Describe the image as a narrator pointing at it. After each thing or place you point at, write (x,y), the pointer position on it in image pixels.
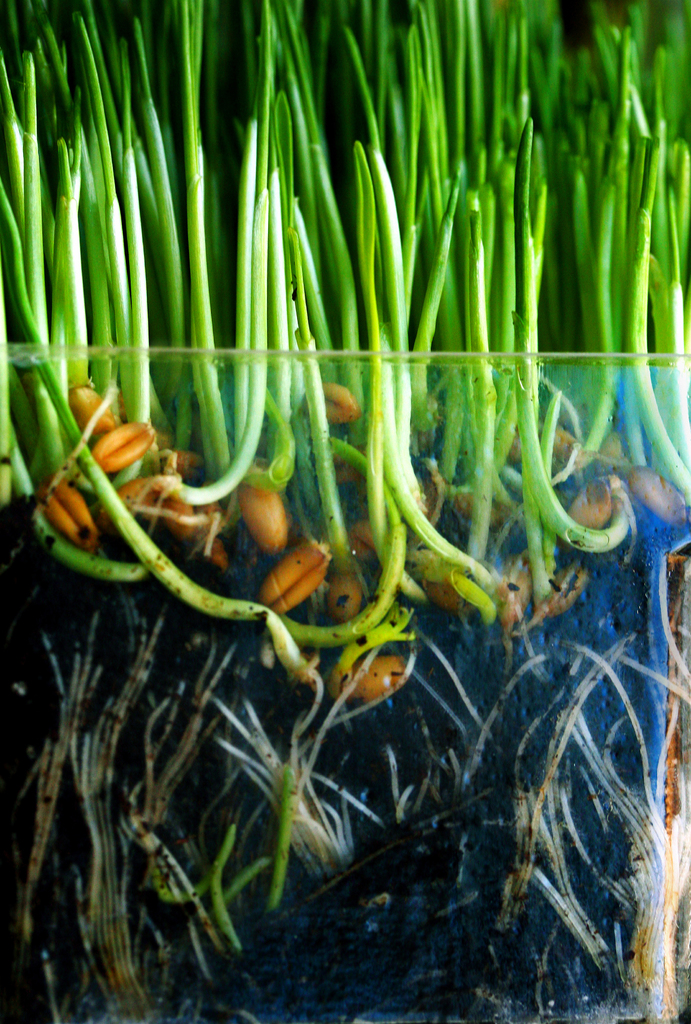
In this image there are sprouts (411,410) in the glass tray (254,705).
